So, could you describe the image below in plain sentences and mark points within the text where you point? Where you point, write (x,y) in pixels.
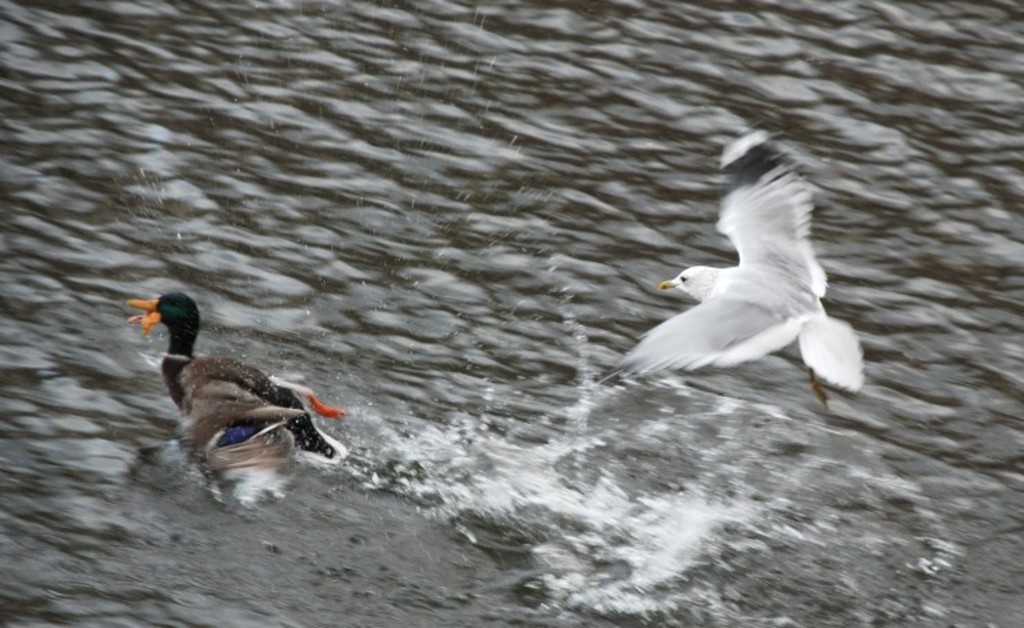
In this image there is a duck (223,383) swimming on the water (474,360). To the right (761,268) there is a seagull (720,298) flying in the air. Around them there is the water (506,362).
